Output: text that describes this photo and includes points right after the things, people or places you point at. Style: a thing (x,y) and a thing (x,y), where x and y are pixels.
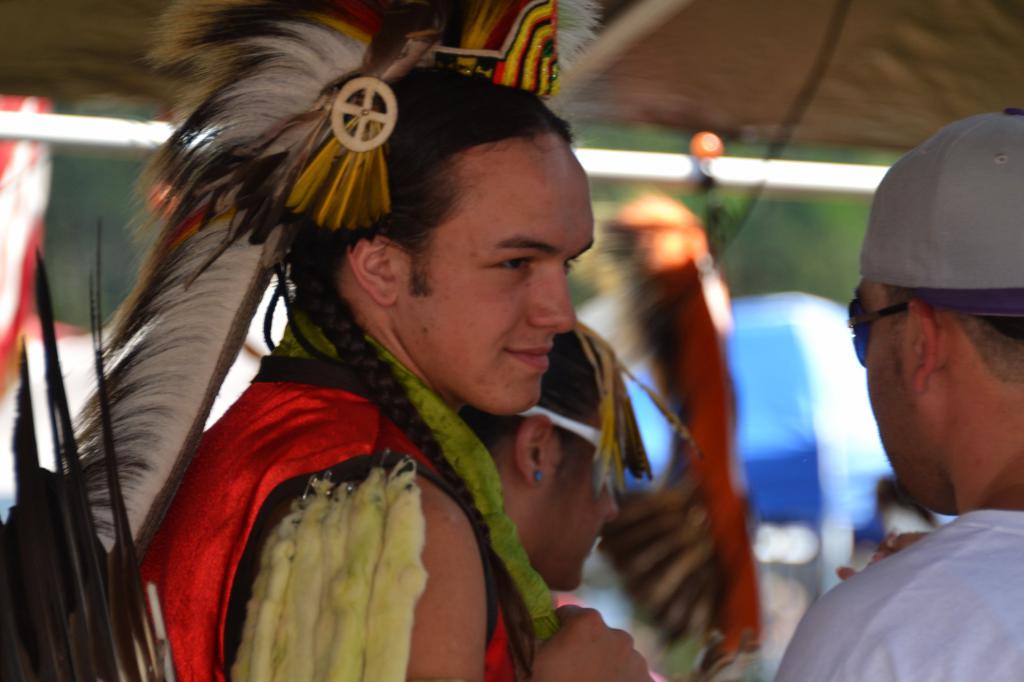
In the front of the image (448,485) there are people (528,408) and objects (74,437). In the background of the image (625,288) it is blurry.
